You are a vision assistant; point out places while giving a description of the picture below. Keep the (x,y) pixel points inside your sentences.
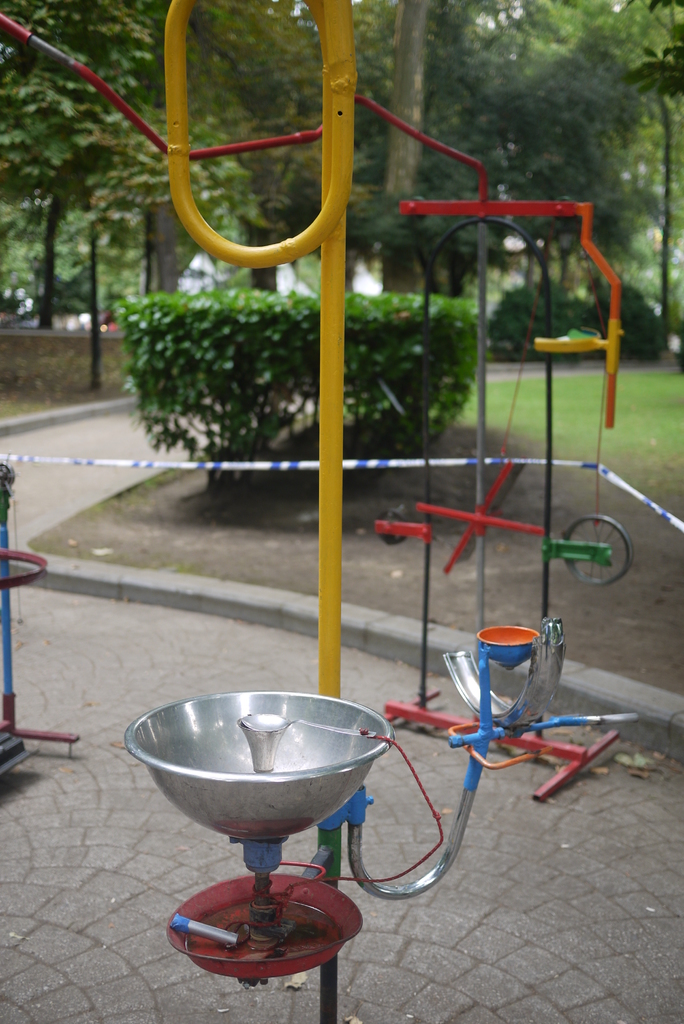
At the bottom of this image (322,743) there is a metal object (305,745) placed on the ground (478,974). Beside there is a pole (327,58). On the left side (75,468) there is a path (88,439). In the background (651,400), I can see the grass (645,417) on the ground (632,428) and there are many plants (259,356) and trees (530,109).
